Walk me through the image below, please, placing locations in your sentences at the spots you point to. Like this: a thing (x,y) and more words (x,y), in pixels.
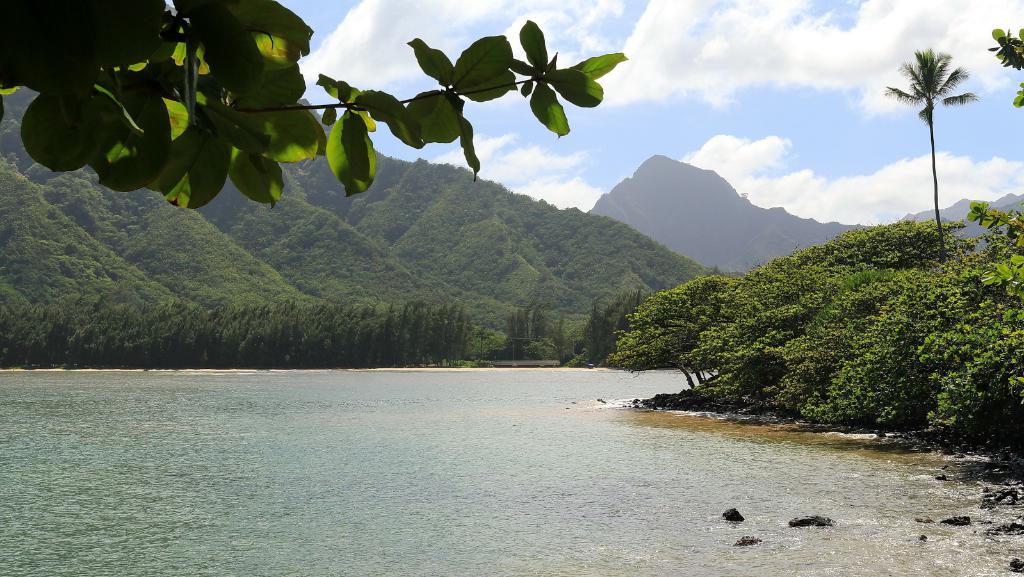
In this picture, there is a river (579,444) in the center (391,377). Towards the right (890,361), there are trees (916,230). On the top left (262,65), there is a branch (589,99) with leaves (332,121). In the background (548,275), there are hills (621,253) covered with the leaves (549,222). On the top (730,62), there is a sky (796,65) with clouds (870,63).
